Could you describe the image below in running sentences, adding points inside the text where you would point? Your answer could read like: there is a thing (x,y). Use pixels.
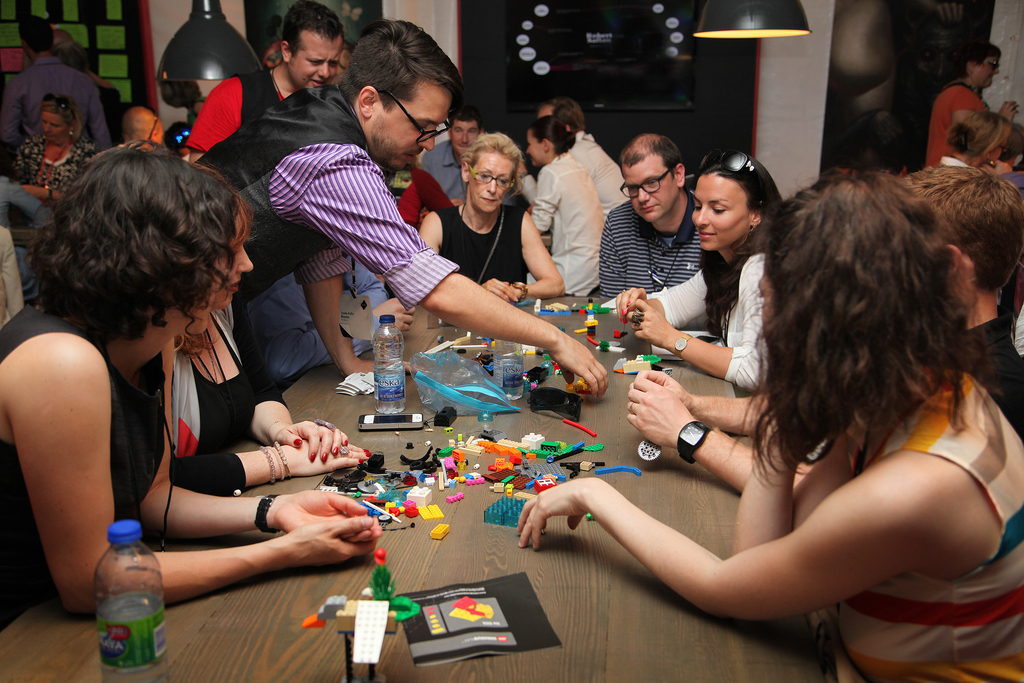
In this image I see number of people (400,55) and there are lights (233,38) over here, I can also see a table (615,681) on which there are bottles (381,340) and many other things (379,425).
